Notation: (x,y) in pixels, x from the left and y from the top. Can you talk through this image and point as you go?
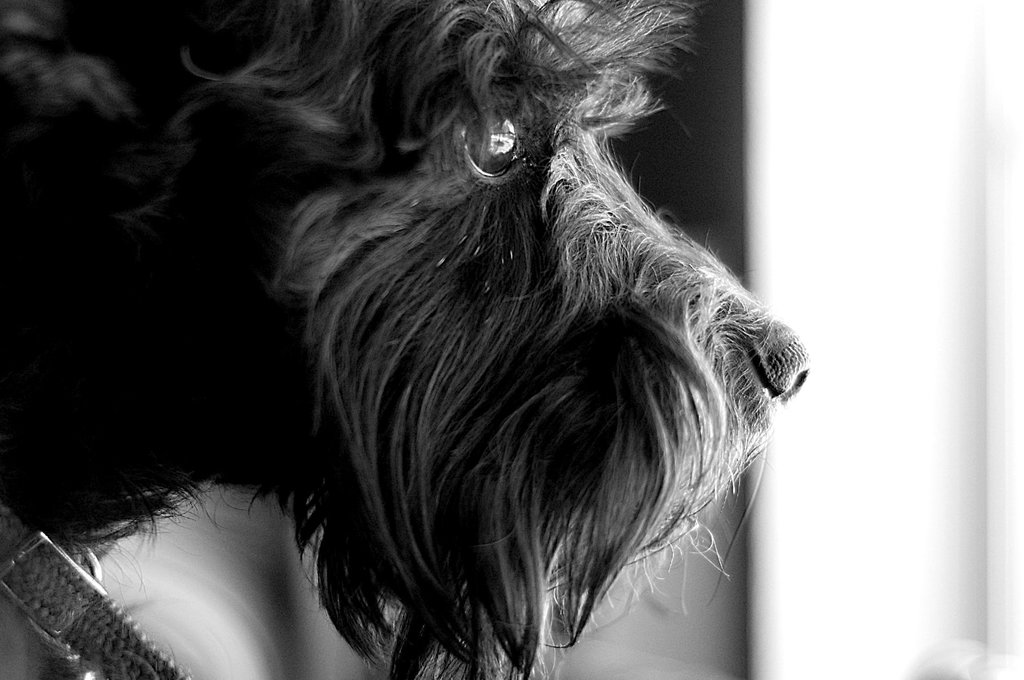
In this image, we can see a dog (575,329). We can also see the blurred background (951,40).
